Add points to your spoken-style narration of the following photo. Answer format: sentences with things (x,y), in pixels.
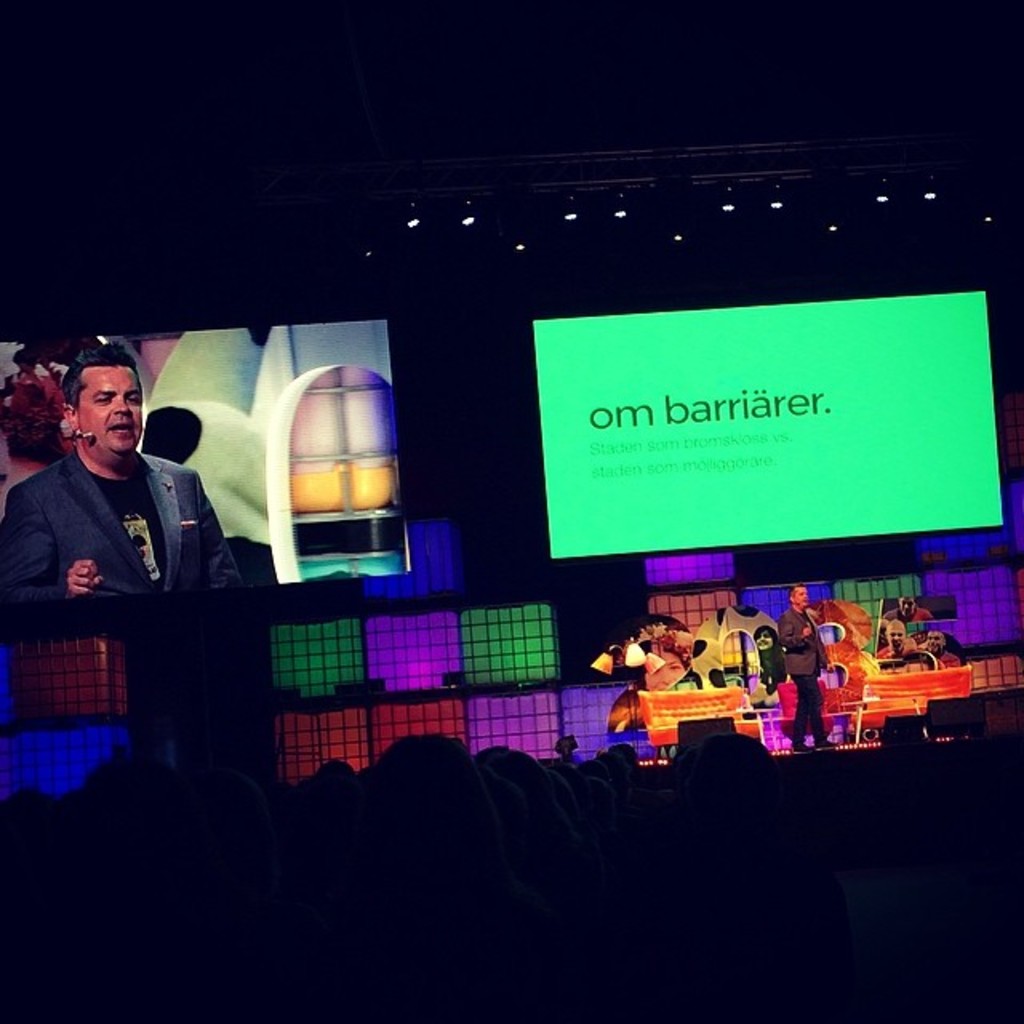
At the bottom (223,979) the image is dark but we can see few persons (440,937). In the background (737,712) there is a man (806,701) standing on the stage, hoardings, screens (565,393), lights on the pole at the top (624,214) and other objects (723,707).
